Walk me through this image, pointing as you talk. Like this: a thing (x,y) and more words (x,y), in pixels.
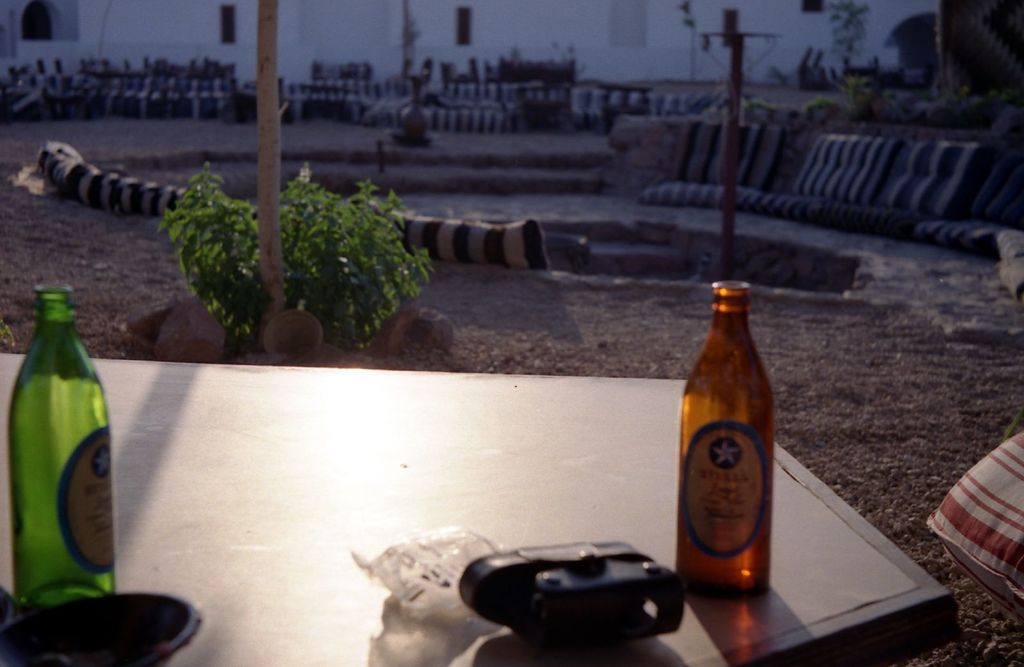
At the bottom of the image (367,648) there is a table (202,595) and we can see bottles (90,544) and some objects (470,600) placed on the table (566,522). In the background (435,237) there are cushions (901,206), plants (332,298), poles (269,288) and a wall (248,53).
